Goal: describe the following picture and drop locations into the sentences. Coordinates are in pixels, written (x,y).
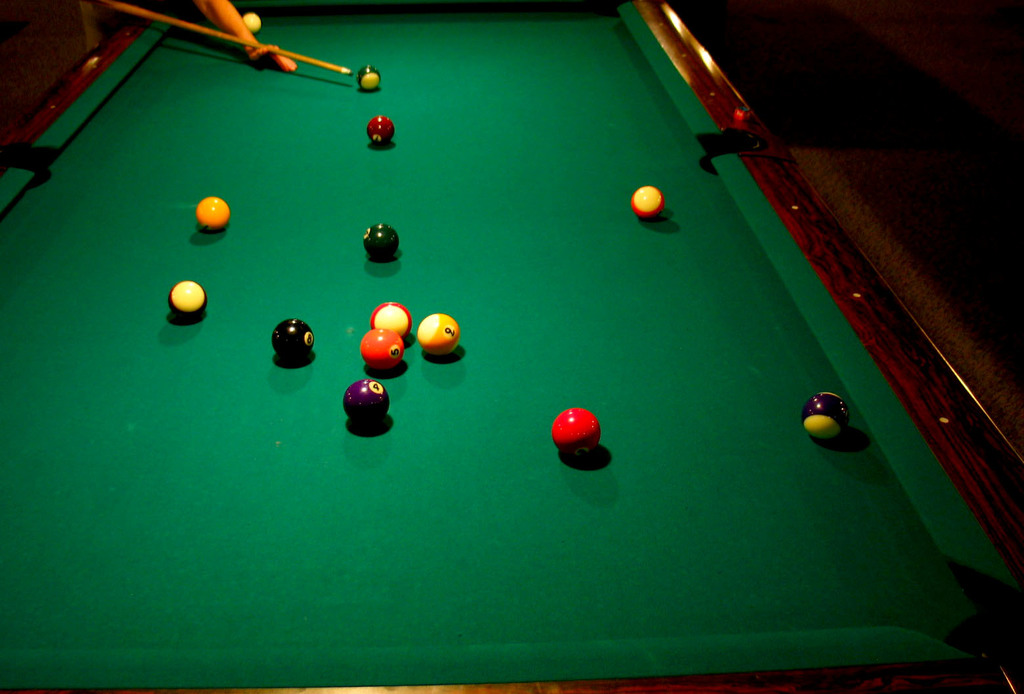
There is a snooker board (564,322) with balls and stick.
